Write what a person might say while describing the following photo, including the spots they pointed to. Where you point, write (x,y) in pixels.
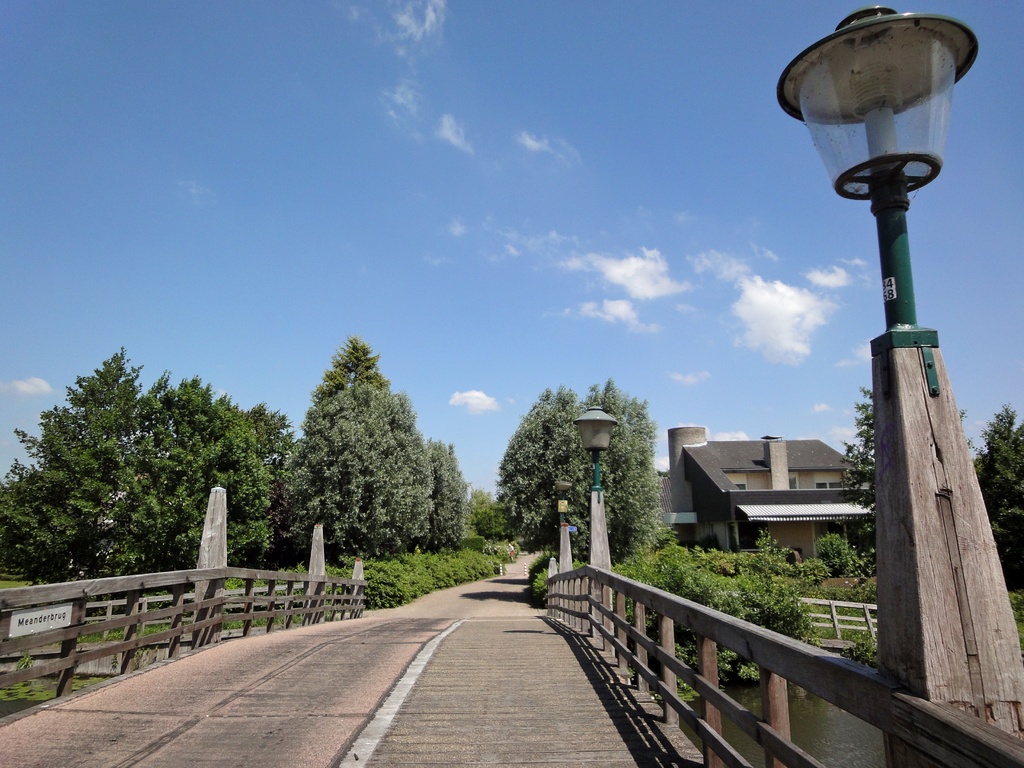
In this picture I can see a wooden bridge (331,659), there are lights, there is water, there is a building (694,487), there are trees (853,525), and in the background (515,253) there is the sky (629,235).
